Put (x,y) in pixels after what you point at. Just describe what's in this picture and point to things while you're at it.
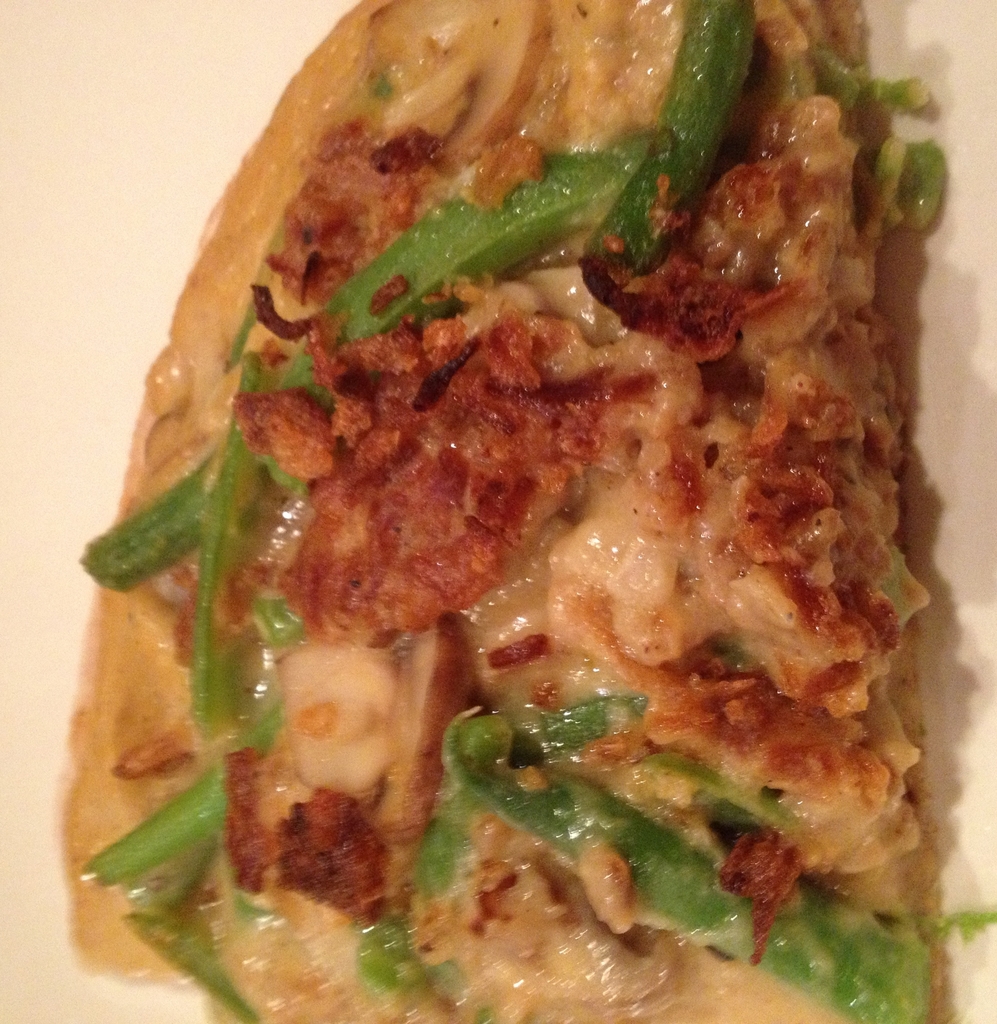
In this image we can see a slice of pizza (674,289) decorated with green beans (525,229).
